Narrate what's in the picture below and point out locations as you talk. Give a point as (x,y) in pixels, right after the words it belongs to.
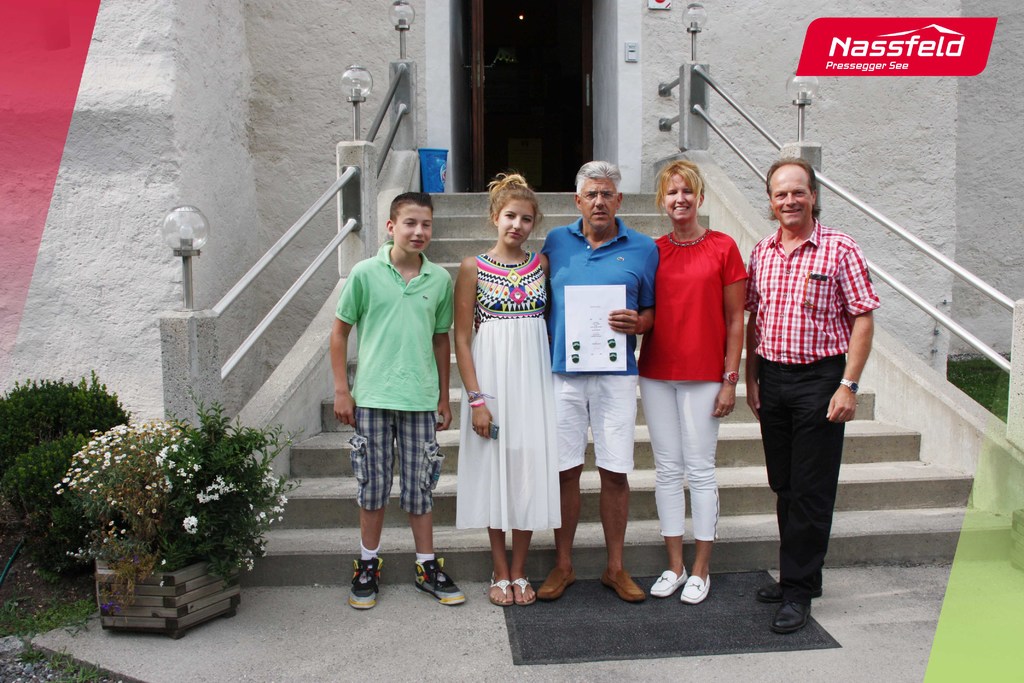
In this picture we can see there are five people (411,415) standing on the floor (412,641) and a man (566,253) is holding a paper (596,325). Behind the people (681,358) there are steps (453,284), a door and a wall (277,22). On the left side of the people (519,350) there are plants (70,466) and on the image there is a watermark (888,49).
